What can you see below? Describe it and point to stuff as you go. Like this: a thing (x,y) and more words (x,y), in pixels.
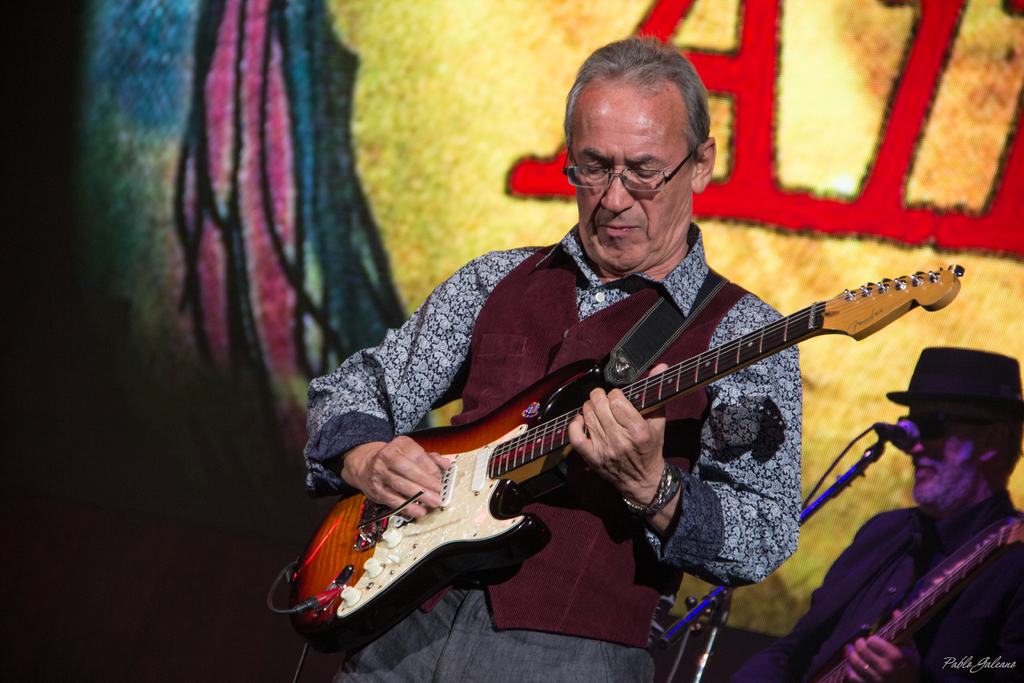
In this image there are two persons (729,440) standing and holding guitars (351,527), mike (898,440) with a mike stand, and in the background (643,30) there is a poster (305,195) and a watermark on the image.
